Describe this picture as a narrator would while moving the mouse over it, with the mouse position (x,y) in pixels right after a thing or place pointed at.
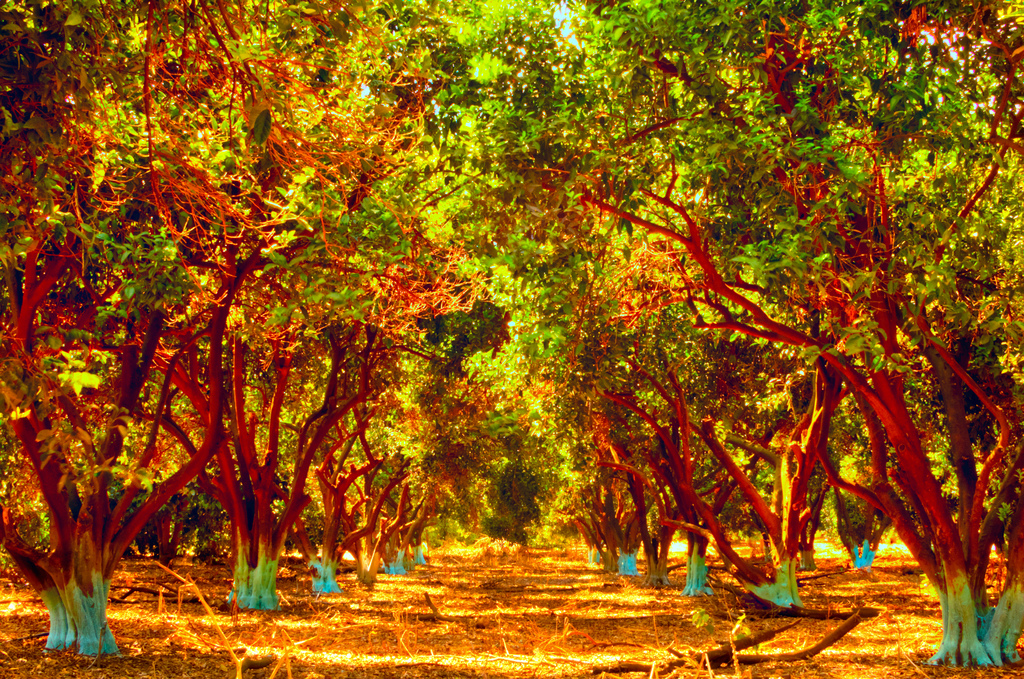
In the picture we can see a path (97,661) with full of dried leaves (331,661) and trees (934,492).
